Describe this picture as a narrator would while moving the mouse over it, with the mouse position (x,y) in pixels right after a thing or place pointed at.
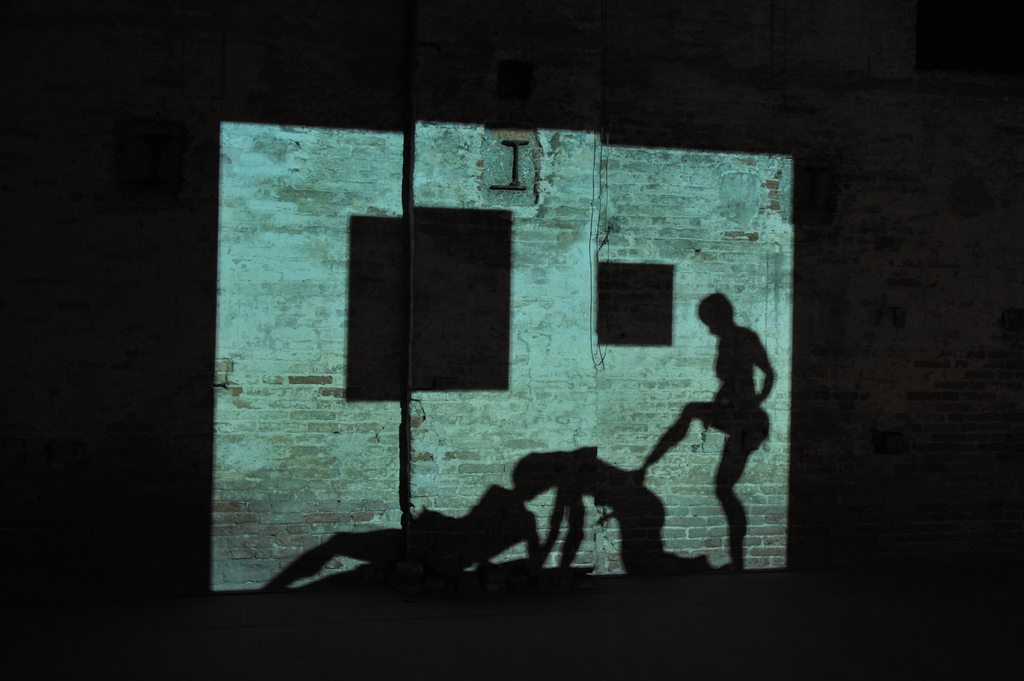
In the center of the image (576,326) there is a screen (575,436) in which there are reflections (666,437) of the people (740,343). In the background of the image (580,422) there is a wall (324,464).
